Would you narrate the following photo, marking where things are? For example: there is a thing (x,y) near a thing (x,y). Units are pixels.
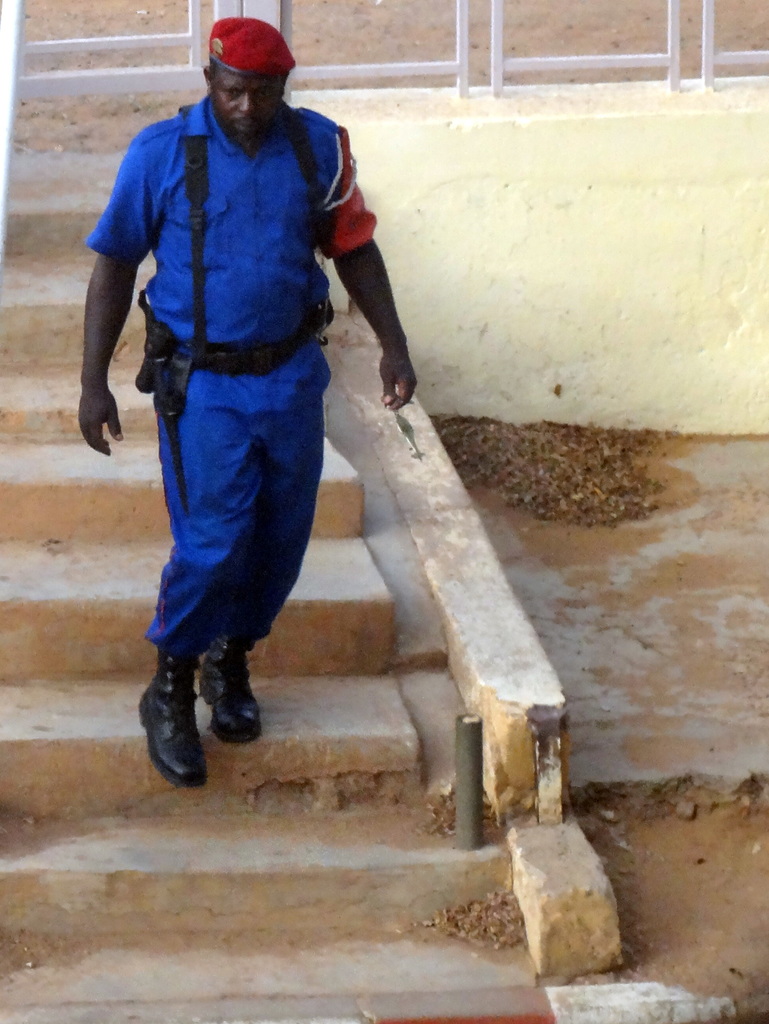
In this image in the center (269,494) there is a man (253,271) wearing a blue colour dress (266,329) and red colour hat (263,68). In the background (84,227) there are steps (49,307) and there is a white colour fence (246,11).
